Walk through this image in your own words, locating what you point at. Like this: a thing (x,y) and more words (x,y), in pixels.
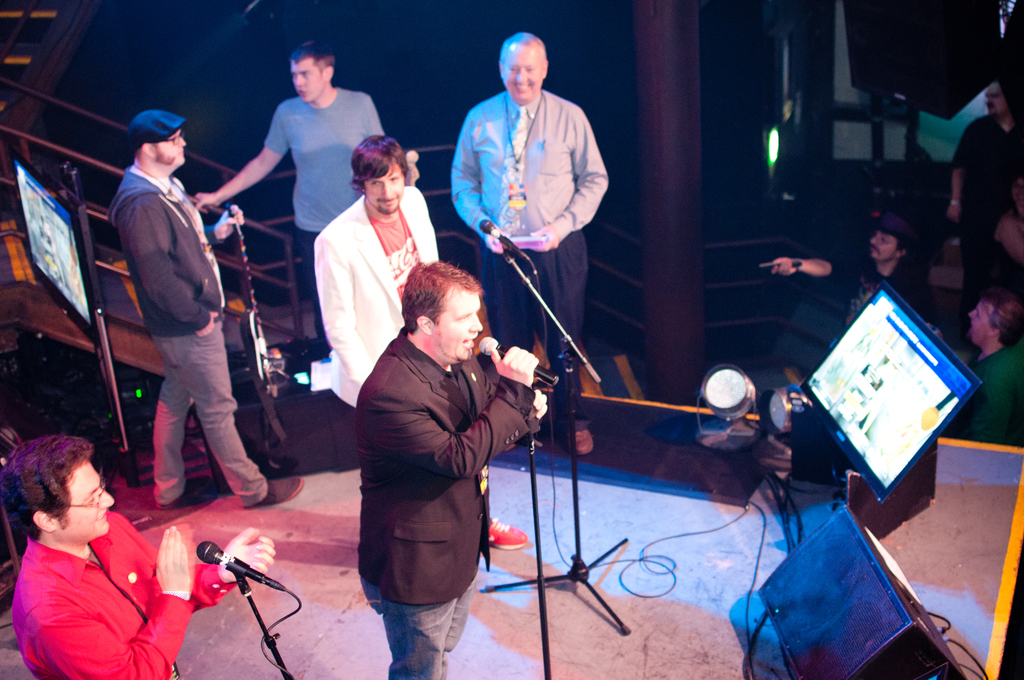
In this picture we can see a group of people (1010,162), some people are standing on the stage (667,472), here we can see mics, screens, lights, speaker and in the background (646,311) we can see a pillar (649,255), staircase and some objects (748,240).
